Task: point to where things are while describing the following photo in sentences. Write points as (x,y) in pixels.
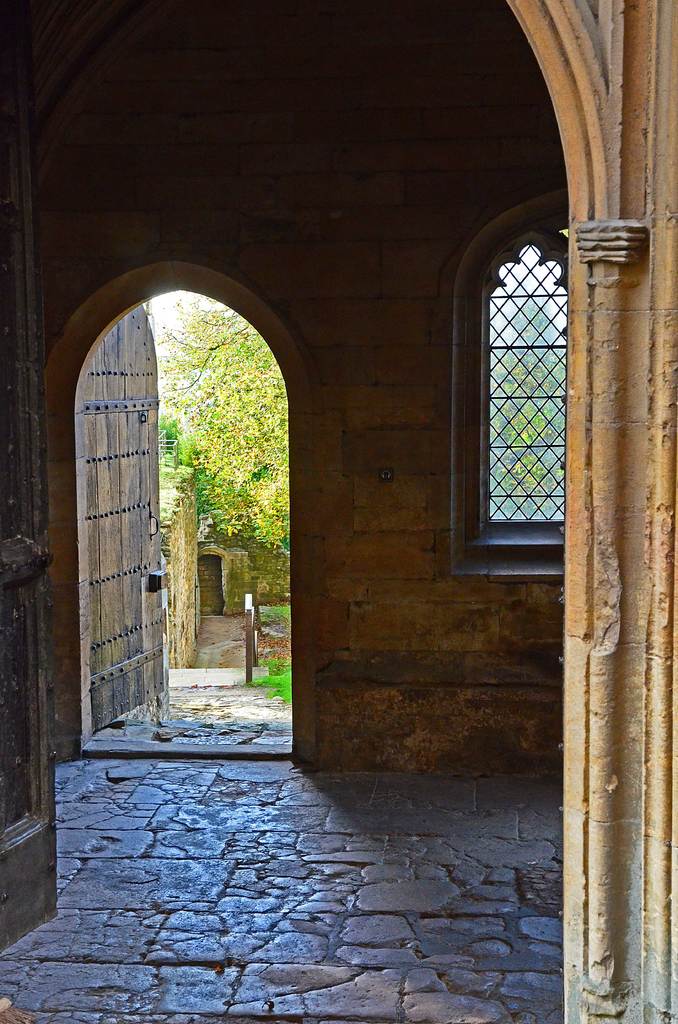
In this picture we can see an inside view of a building (378,836) and in the background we can see trees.
